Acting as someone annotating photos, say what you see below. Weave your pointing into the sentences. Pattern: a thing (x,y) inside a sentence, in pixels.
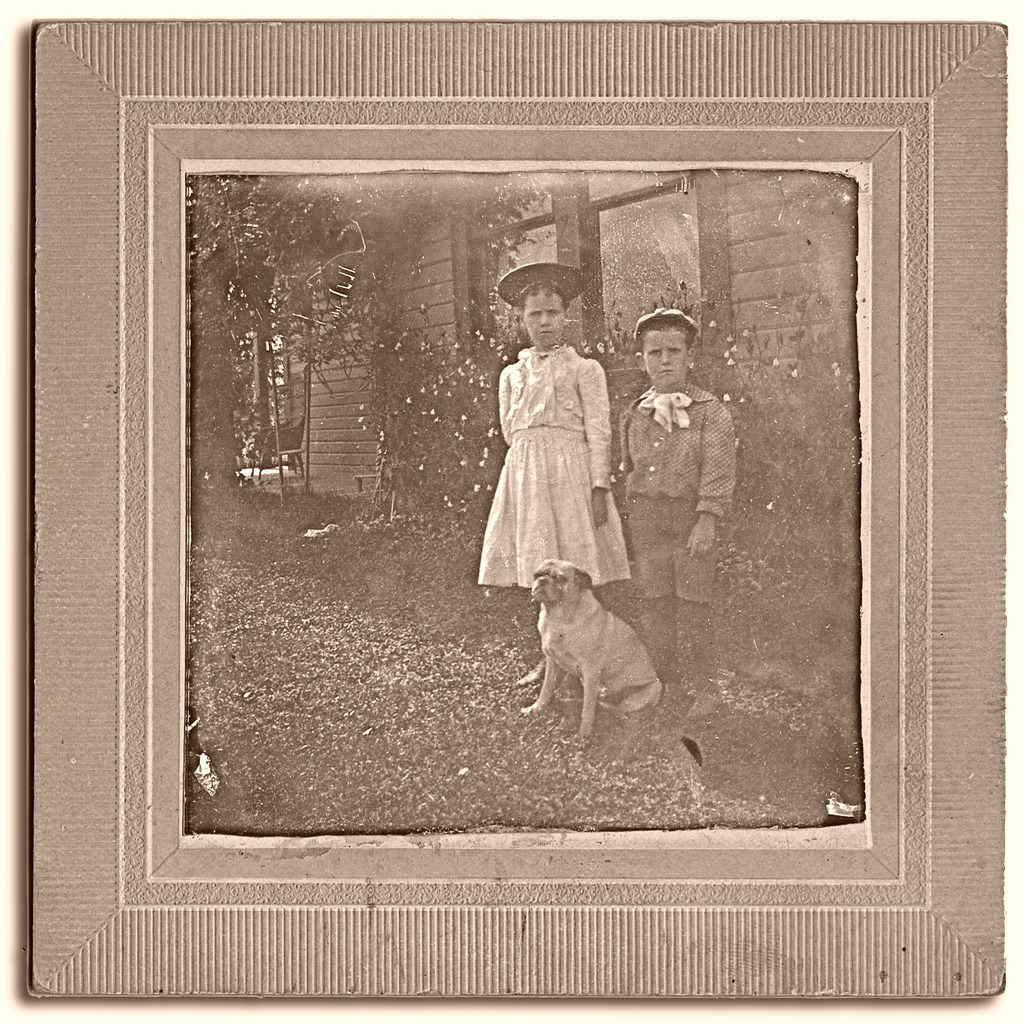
In this picture we can see a photo (453,532) with photo frame (143,256). In the photo (537,549) we can see a dog (582,620) and two kids (527,479) standing on the path (536,723). Behind the kids (593,408) there are trees (245,226), a chair (280,430) and a house (690,262).
